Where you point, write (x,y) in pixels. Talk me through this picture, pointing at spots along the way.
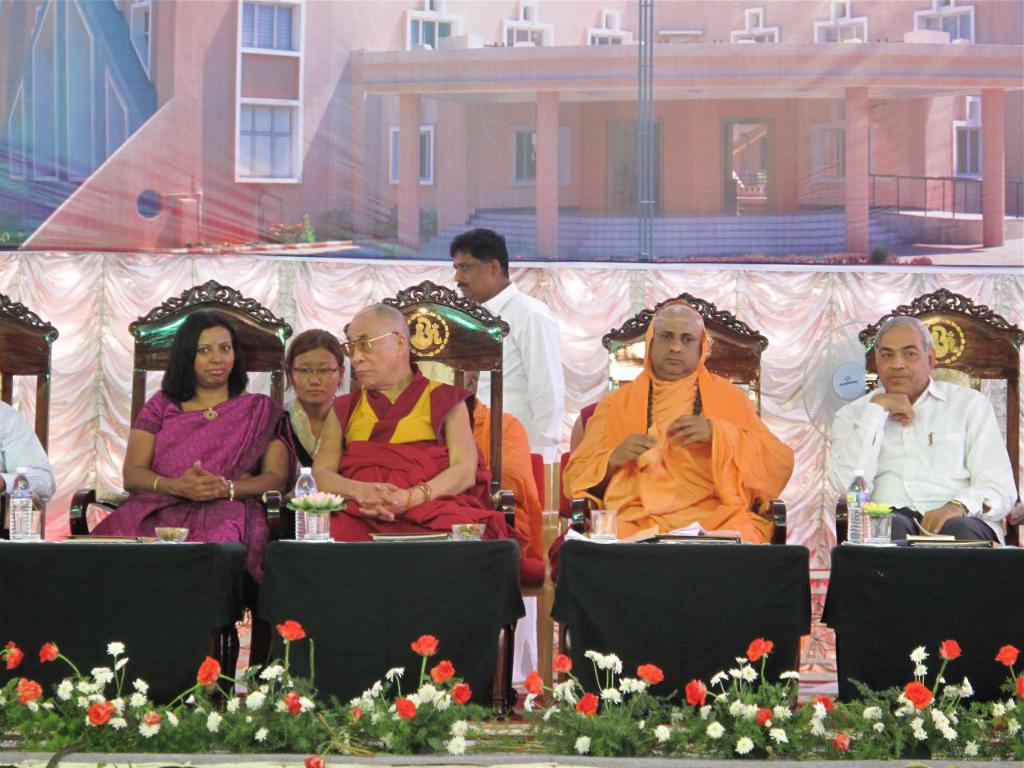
This image consists of five persons (163,468) sitting in the chairs (46,454). At the bottom (159,744), there are small plants (433,688). In the background (358,160), there is a banner (1009,140). In front of them, there are tables (191,558) covered with black clothes (460,576).
